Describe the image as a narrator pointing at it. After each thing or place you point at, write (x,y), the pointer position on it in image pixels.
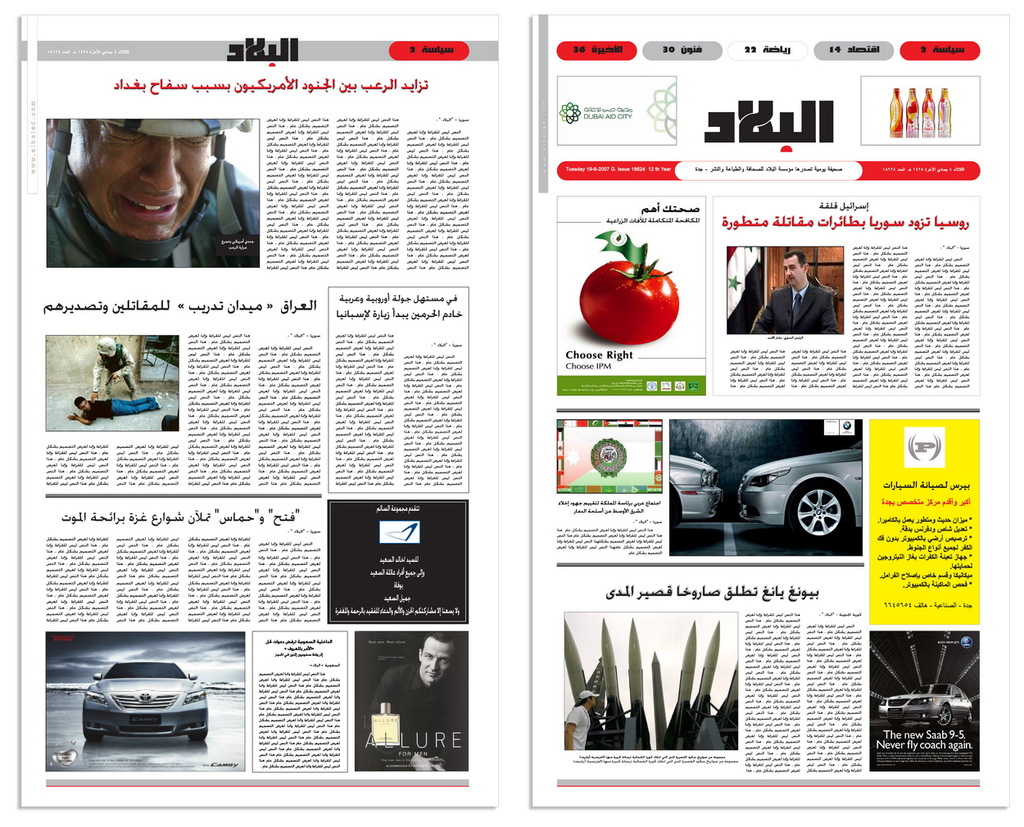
I think this is a newspaper (572,244). These are the pictures (764,305) like the person's (174,201), cars (155,675), a tomato (649,301), bottles (901,115) on the paper (738,564). These are the letters (209,476).
